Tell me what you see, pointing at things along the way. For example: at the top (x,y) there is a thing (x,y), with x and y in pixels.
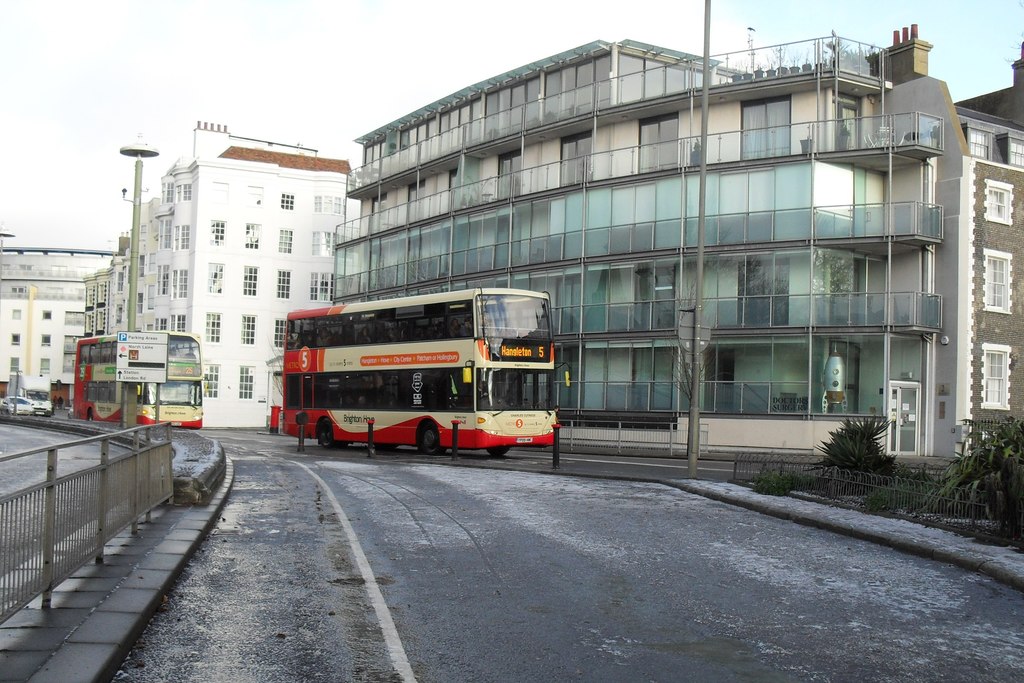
In this picture I can see Double Decker buses (448,441) and vehicles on the road (606,485), there are plants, iron grilles (6,504), poles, there are buildings (435,221), and in the background (362,92) there is the sky (392,101).
